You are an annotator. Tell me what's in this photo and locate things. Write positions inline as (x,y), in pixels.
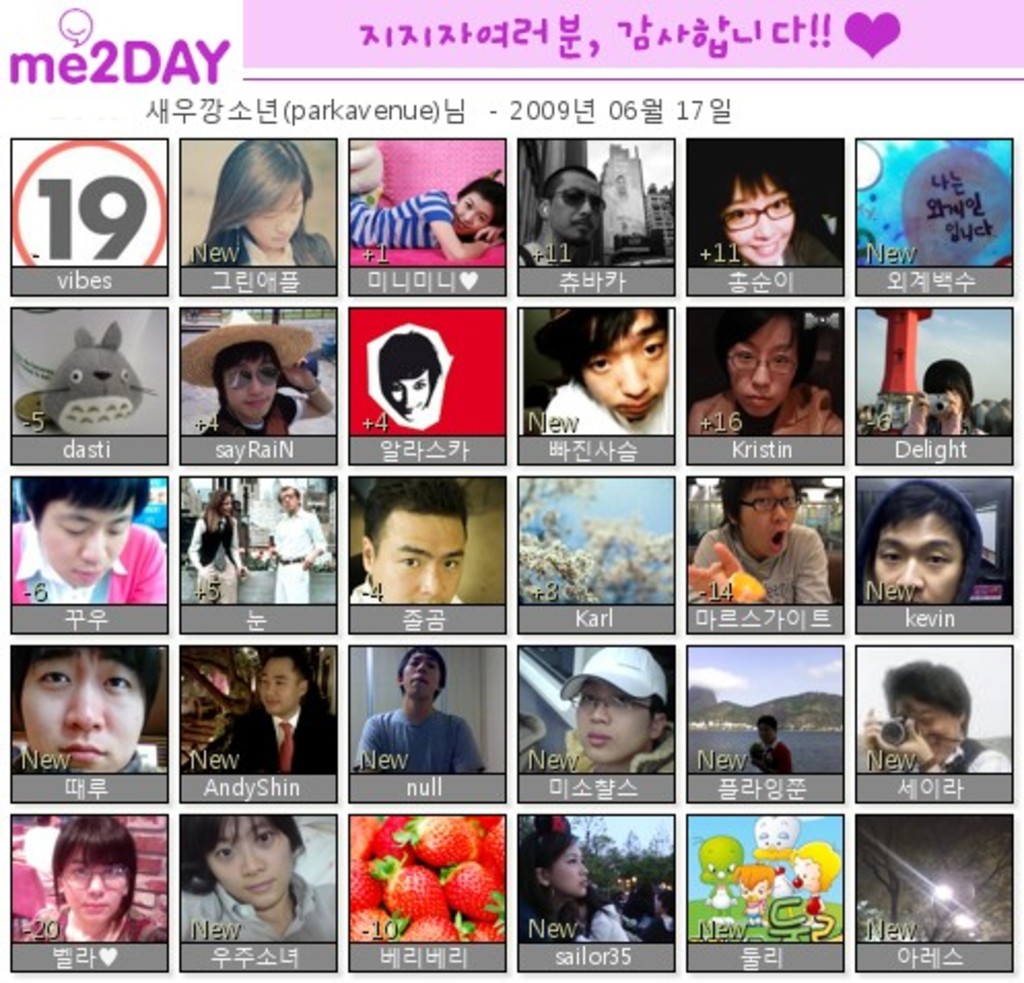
In this image I can see group of people (78,479). I can also see trees (625,527) in green color, sky (748,665) in blue and white color, a toy (55,386) in gray color. I can also see few numbers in the image and fruits (439,835) in red color.
